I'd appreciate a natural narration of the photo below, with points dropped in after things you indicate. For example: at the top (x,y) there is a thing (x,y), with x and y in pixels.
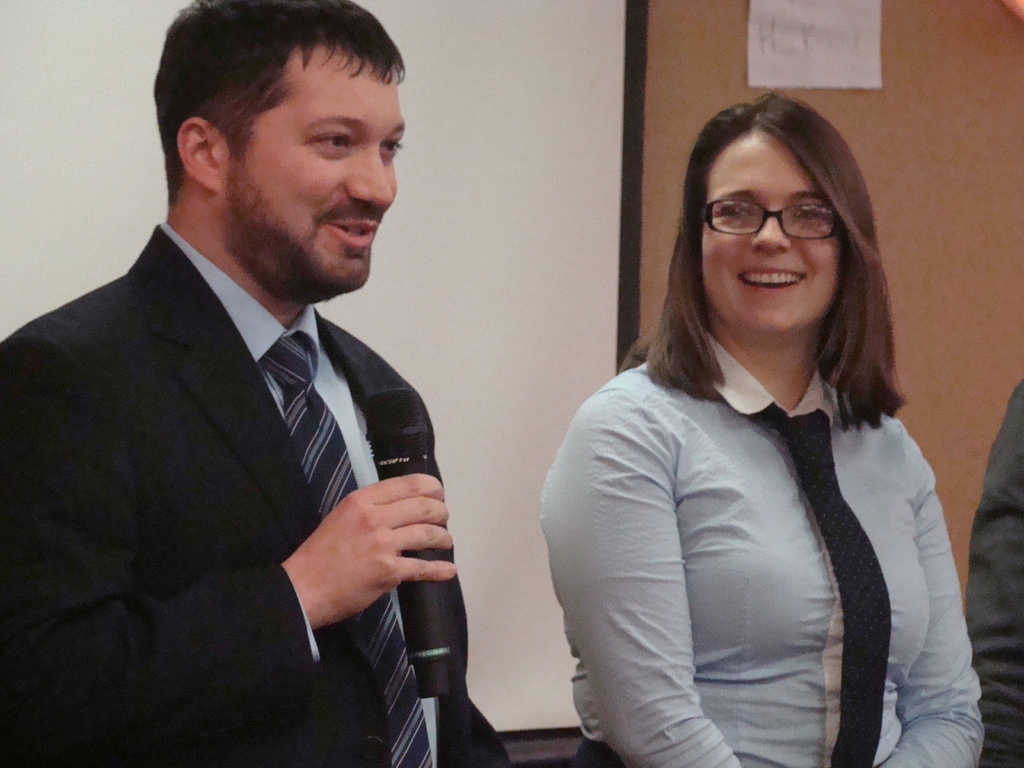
This image is taken indoors. In the background (872,103) there is a wall (740,28) and there is a paper (794,40) on the wall (721,42). In the middle of the image (648,368) a woman (742,551) is standing and she is smiling face (789,156). On the left side of the image (297,525) a man (315,591) is standing and he is holding a mic (407,598) in his hand (354,502). On the right side of the image (996,631) there is a person (997,648).
